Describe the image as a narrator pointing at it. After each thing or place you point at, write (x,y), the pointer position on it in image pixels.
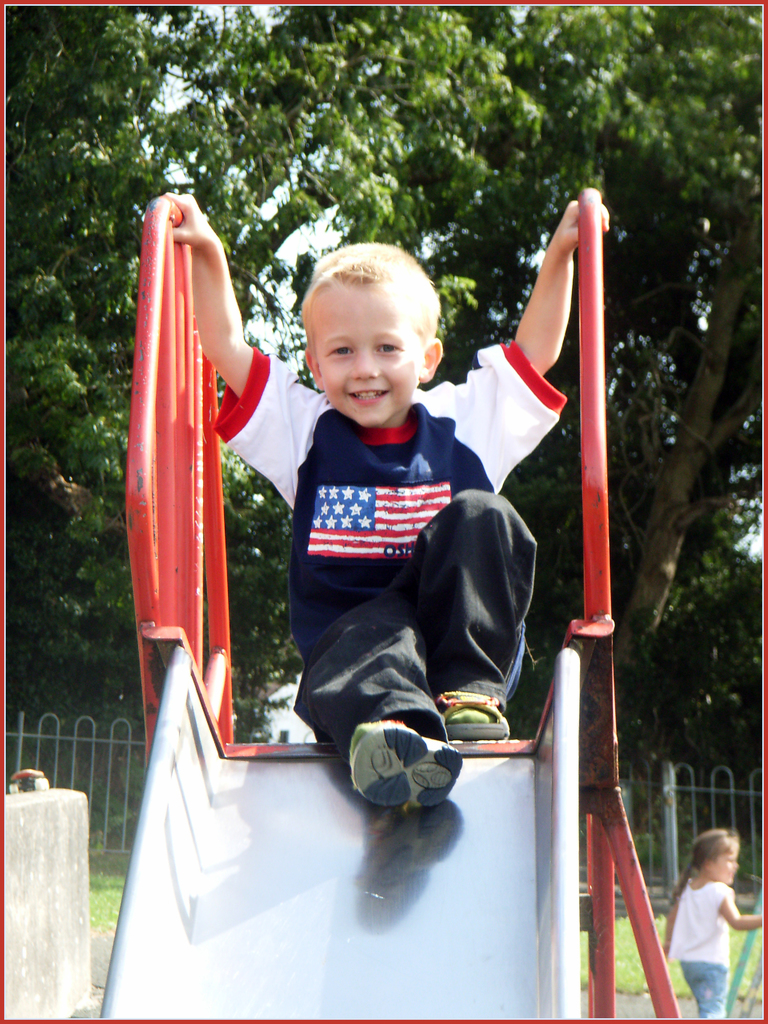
In this image, we can see a kid (412,441) on the playground slide (450,795). There is a fencing (56,777) at the bottom of the image (56,765). There is an another kid (720,952) in the bottom right of the image (705,915). In the background (686,438), we can see some trees (75,335).
